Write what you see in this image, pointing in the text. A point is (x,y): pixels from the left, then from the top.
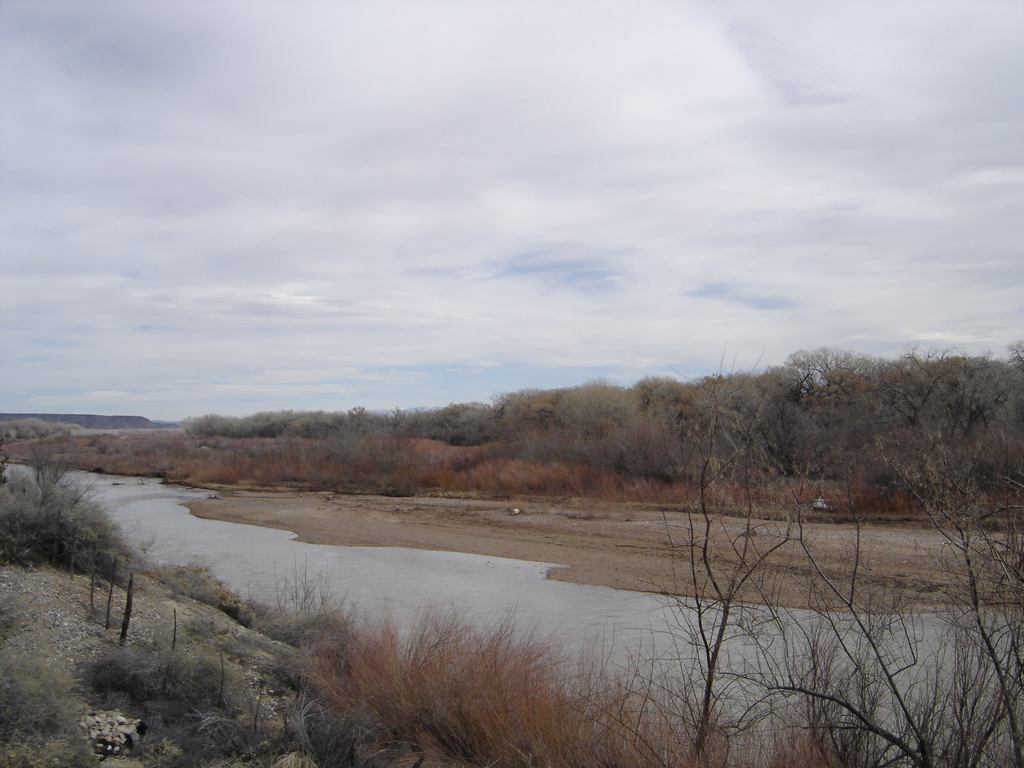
In the foreground of the image (326,649) we can see the grass (197,665) and sand (78,633). In the middle of the image (366,505) we can see the water body (369,573), sand (581,524) and trees (747,420).
